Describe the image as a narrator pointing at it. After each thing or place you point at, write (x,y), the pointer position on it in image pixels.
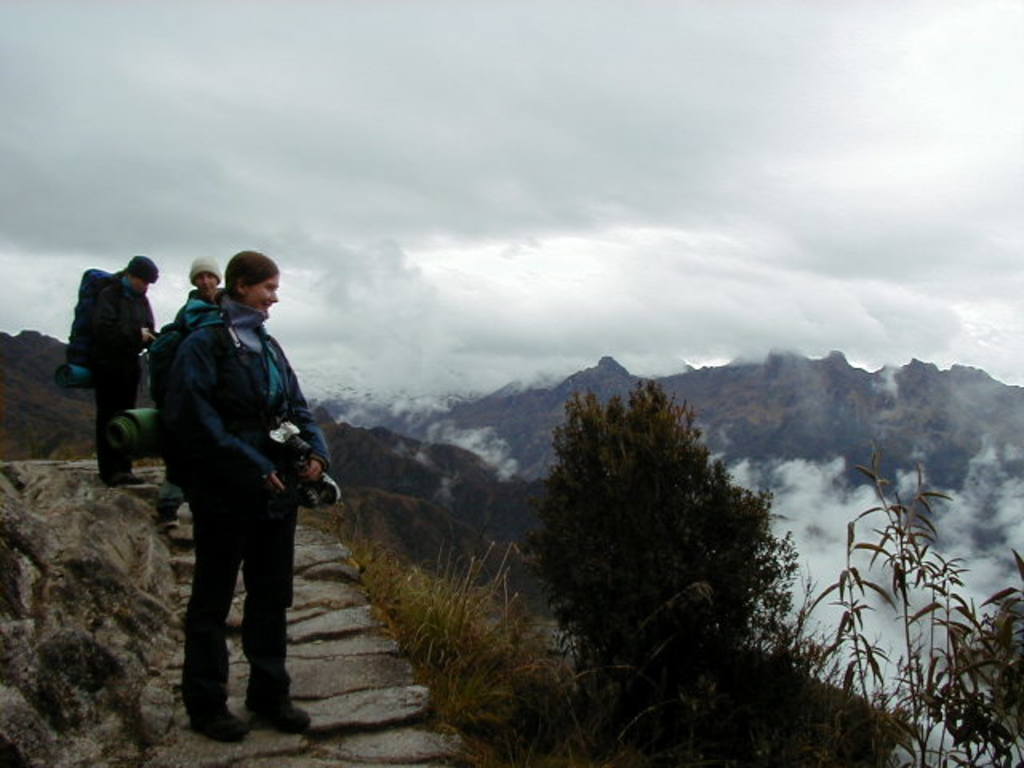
In this image there are three persons (204,420) on top of a hill (301,559), on the right side (743,584) there are plants (741,576), in the background (665,370) there are mountains (520,438) and a cloudy sky (573,336).
